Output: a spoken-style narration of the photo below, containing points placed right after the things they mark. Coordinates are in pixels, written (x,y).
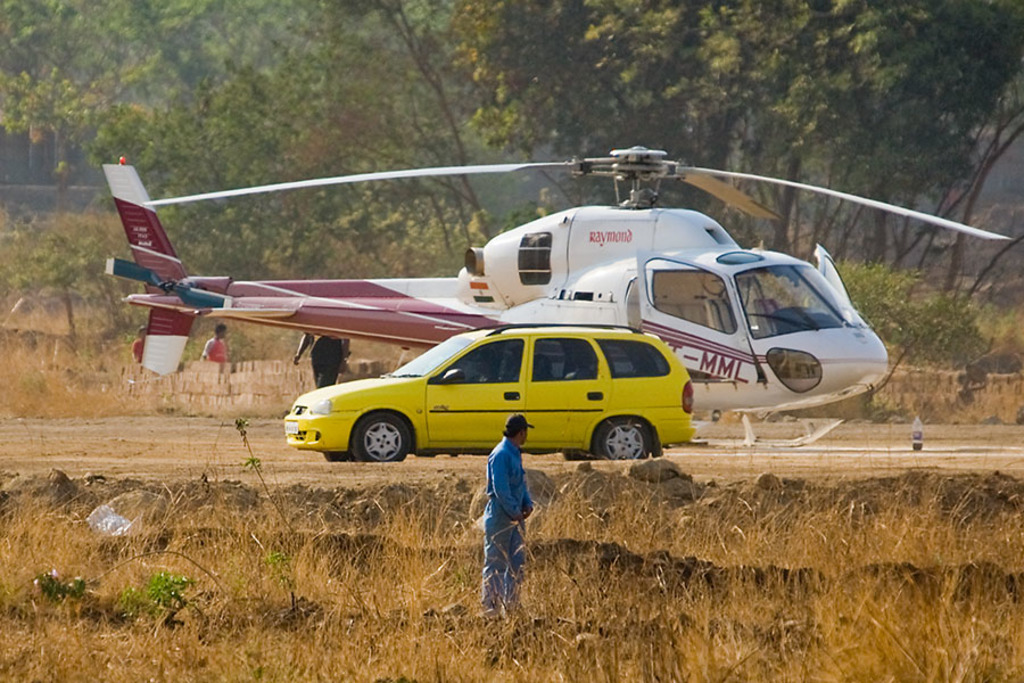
In this image, we can see a helicopter (738,390) and yellow car (370,394) on the ground (742,452). At the bottom (842,601), we can see plants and grass (63,637). Here we can see few people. Background (948,130) there are so many trees (268,125).
